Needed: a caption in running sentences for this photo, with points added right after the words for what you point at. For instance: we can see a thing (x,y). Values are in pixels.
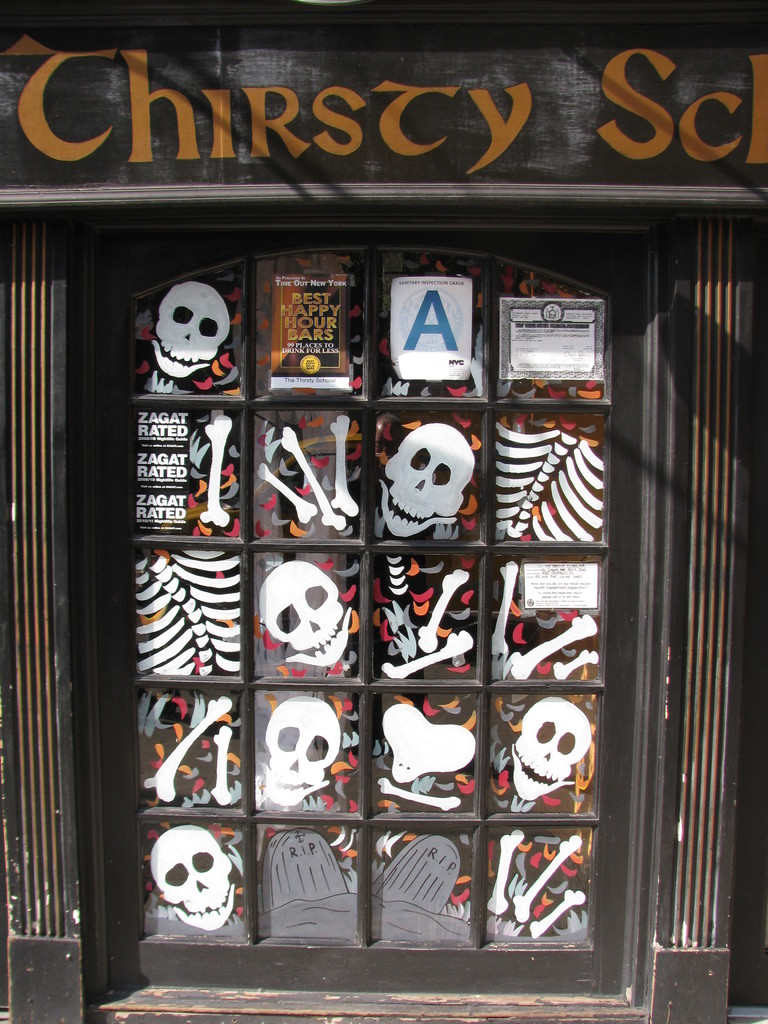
In the image I can see the skull design glass window (436,440) in the middle of the picture (415,507).
